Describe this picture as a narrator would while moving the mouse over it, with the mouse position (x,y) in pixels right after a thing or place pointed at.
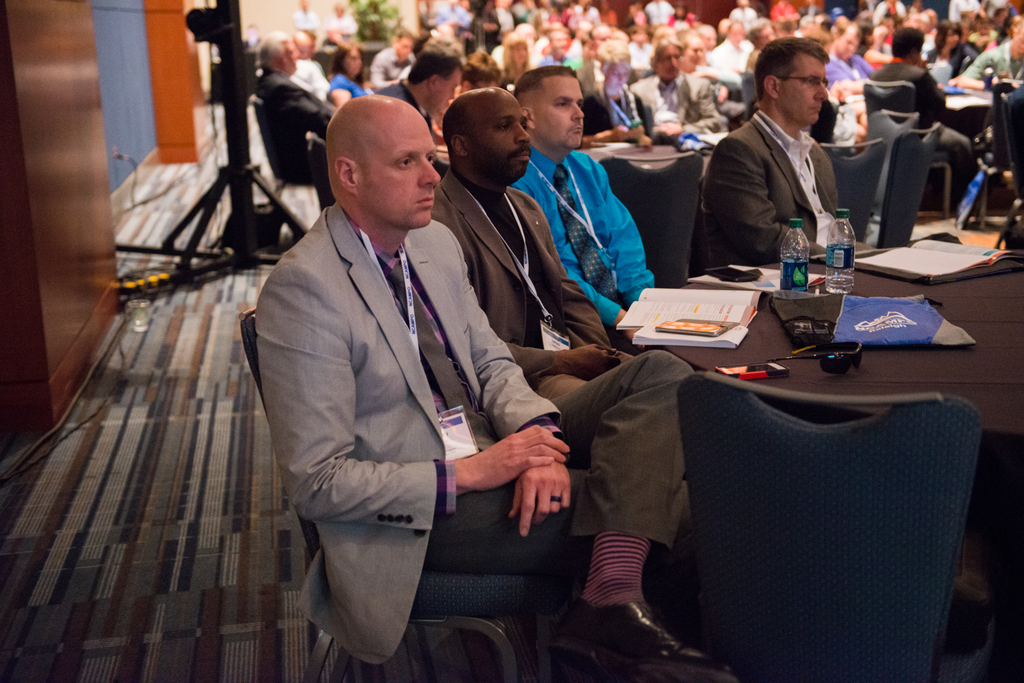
As we can see in the image there are group of people (378,132) sitting on chairs (873,204) and there are tables (874,359). On table (878,378) there is a book (702,317), bottles (791,241), cloth (898,311) and paper (906,263).
